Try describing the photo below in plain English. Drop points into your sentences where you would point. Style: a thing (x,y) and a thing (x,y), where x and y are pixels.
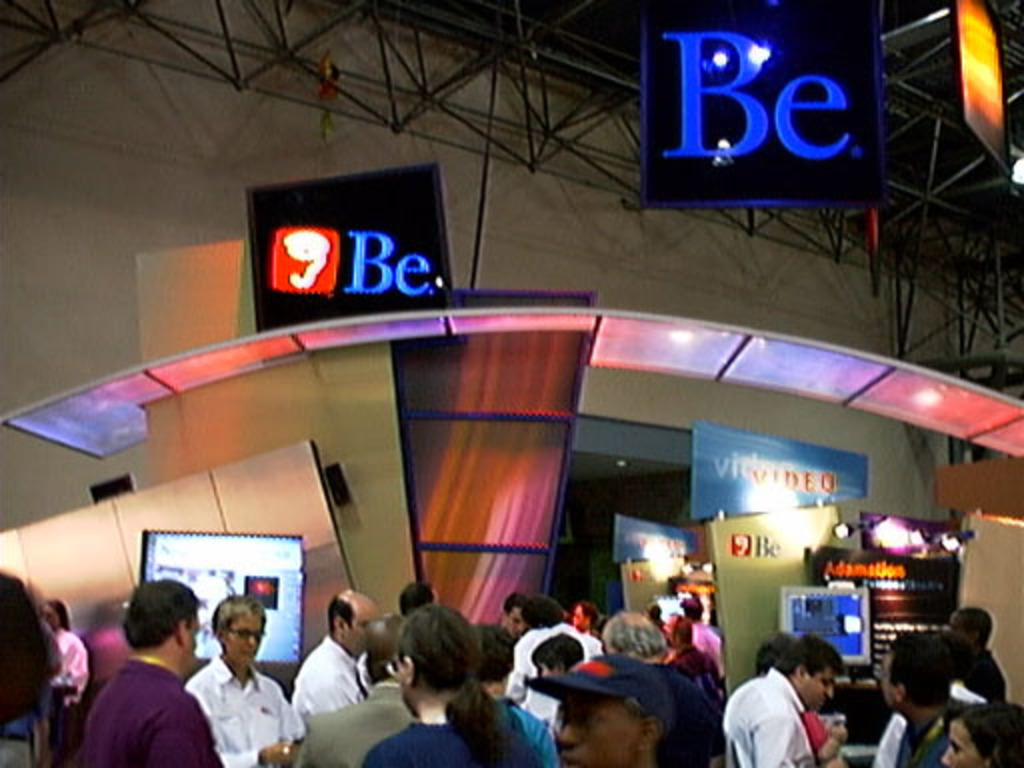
This picture shows the inner view of a building (215,103). There are some iron rods (556,119) attached to the ceiling (929,153), so many colorful lights (765,354) attached to the wall (254,429), some T. V's (823,618), so many banners (842,498), some objects (330,85) are attached to the wall (995,528), so many people (643,621) are standing.
